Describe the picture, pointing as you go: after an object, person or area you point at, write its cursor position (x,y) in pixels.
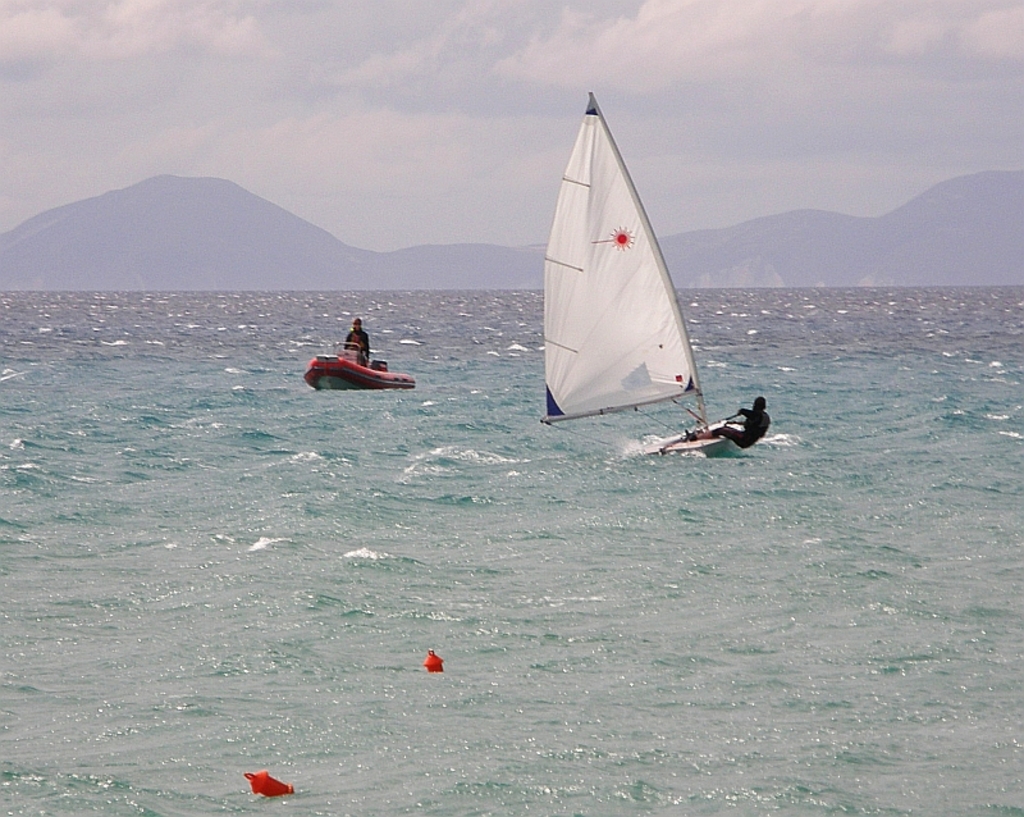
Men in black t-shirt (764,418) is Dinghy sailing. Beside him, the man (359,334) in black jacket (353,346) is sailing the inflatable boat (381,360). I think this water (531,662) might be in a sea (654,528). There are many hills (426,254) in the background (750,233) and at the top of the picture (433,40), we see the sky (434,242).
